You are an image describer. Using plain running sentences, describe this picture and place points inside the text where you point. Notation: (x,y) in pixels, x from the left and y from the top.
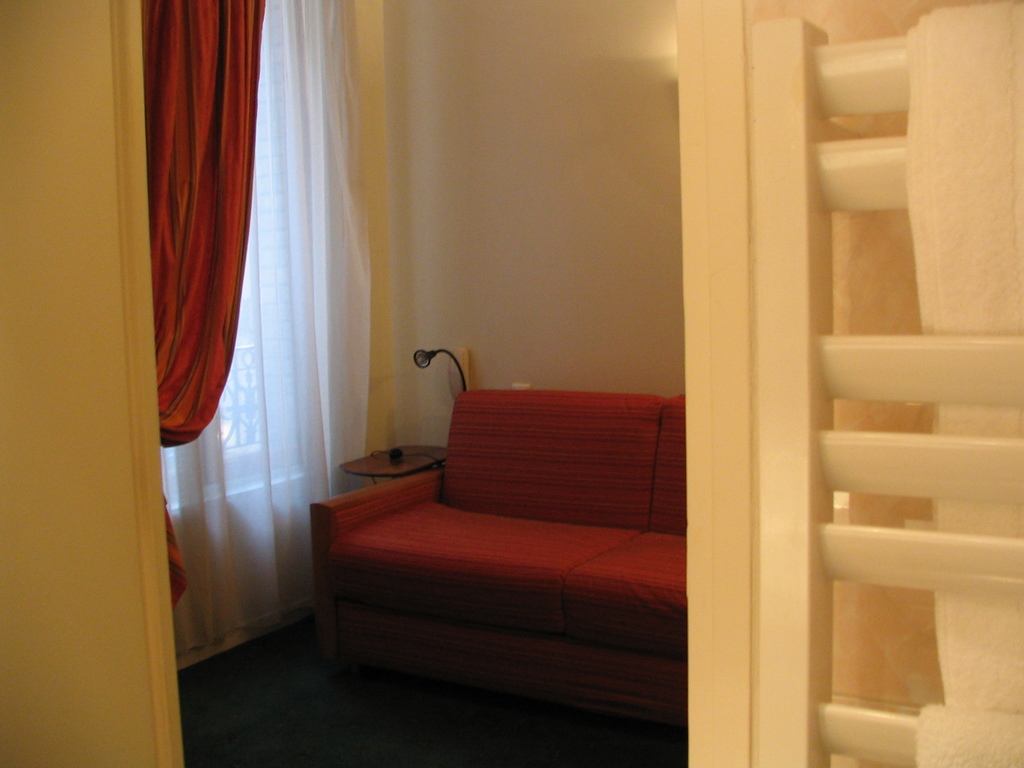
In this image we can see a sofa (511,426) in the room (552,253) and curtains (251,246).
